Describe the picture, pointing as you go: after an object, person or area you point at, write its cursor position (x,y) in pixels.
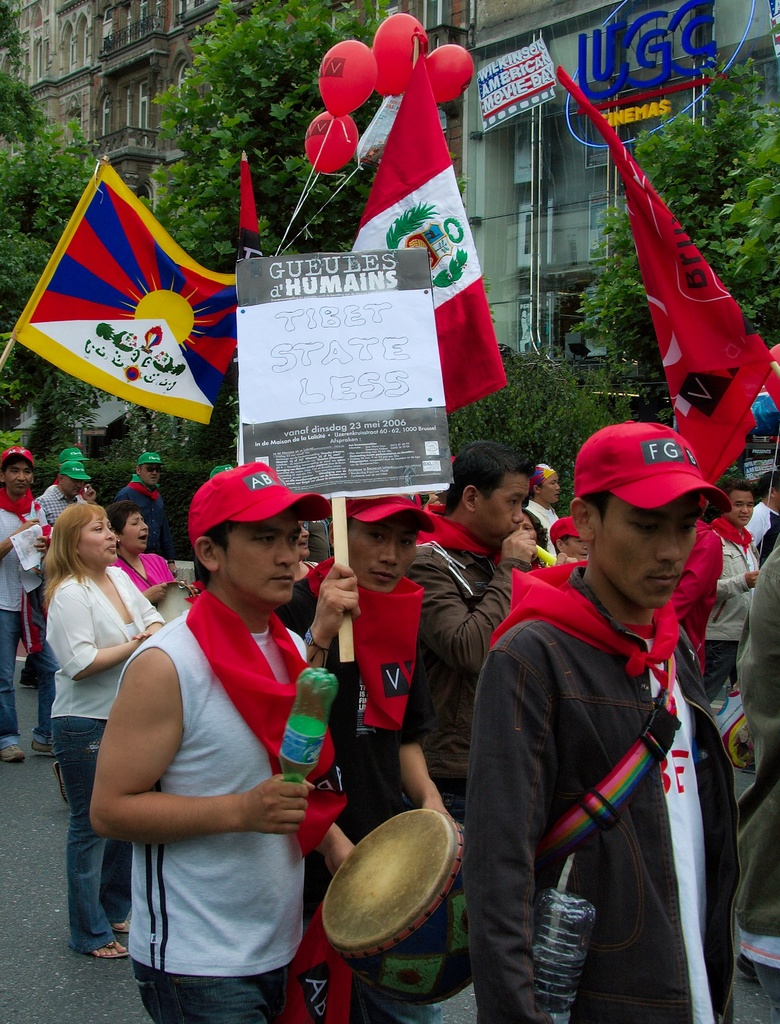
In this image I see number of people (523,572) in which this man (192,621) is holding a bottle (282,760) and a thing (399,863) in his hands (292,793) and this man (356,546) is holding a board (334,451) on which there is something written and few of them are holding flags (441,275) which are colorful and I see the balloons (347,87) over here. In the background (57,468) I see the trees (539,374) and the buildings (550,158) and I see something is written over here too.
